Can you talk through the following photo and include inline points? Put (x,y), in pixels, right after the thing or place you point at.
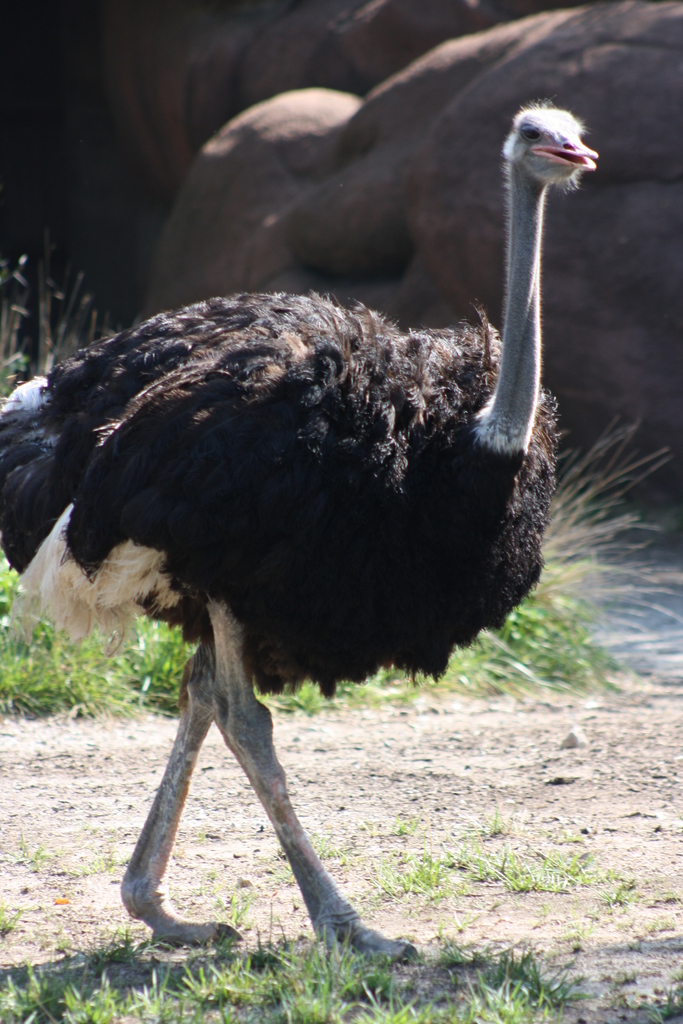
In this image there is an ostrich (333,659), in the background (138,706) there is grass (73,675) and rocks (529,31).
